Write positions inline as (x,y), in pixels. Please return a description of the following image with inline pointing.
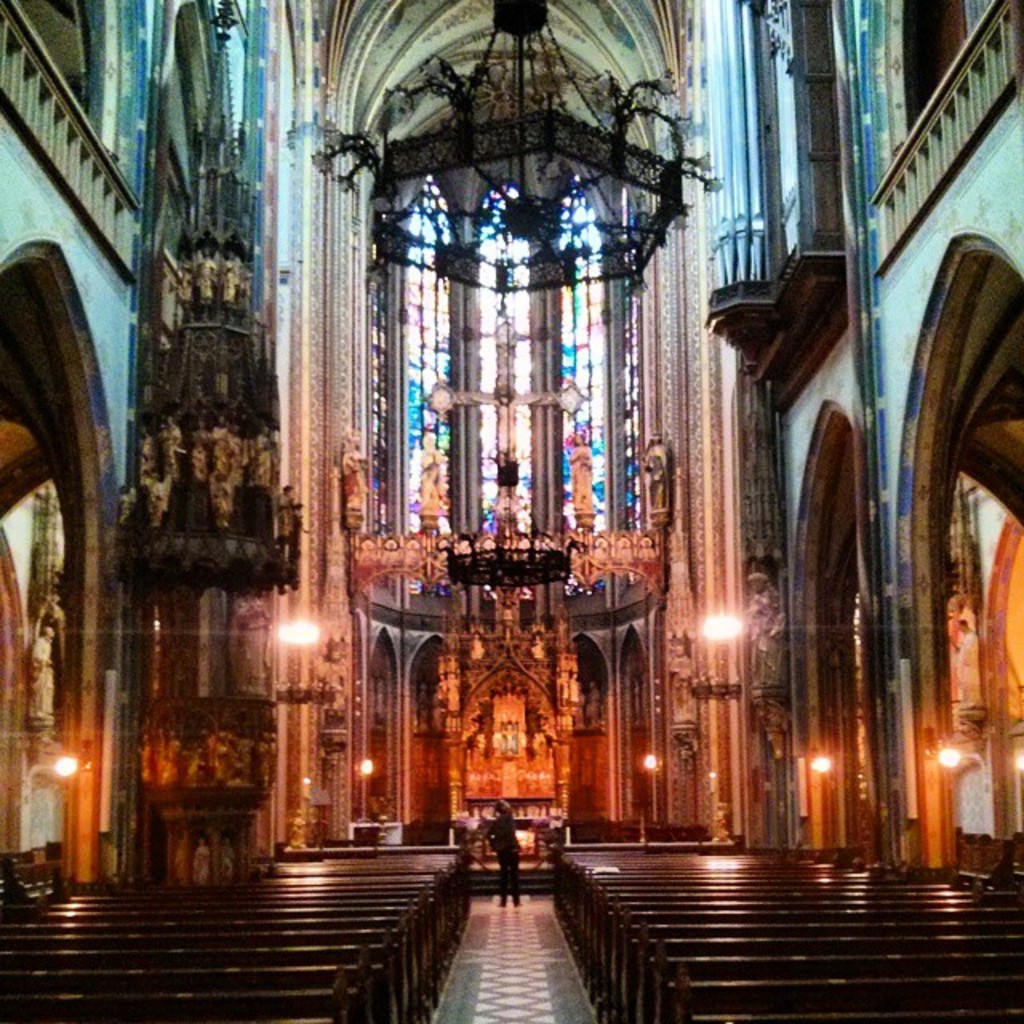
This image is taken in a Cathedral (584,712). At the bottom of the image (525,928) there is a floor (516,958) and there are many benches (224,900) on the floor (551,989). In the middle of the image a man (513,872) is standing on the floor (480,955). In the background (1011,615) there are a few walls (1023,600) with pillars (95,504), architecture (527,641), arches (18,489), sculptures (166,483), carvings (256,569). There are a few lights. There is a cross symbol (515,478) and there are a few railings (925,209). At the top of the image (411,32) there is a roof (506,95) and there is a chandelier (575,250).
